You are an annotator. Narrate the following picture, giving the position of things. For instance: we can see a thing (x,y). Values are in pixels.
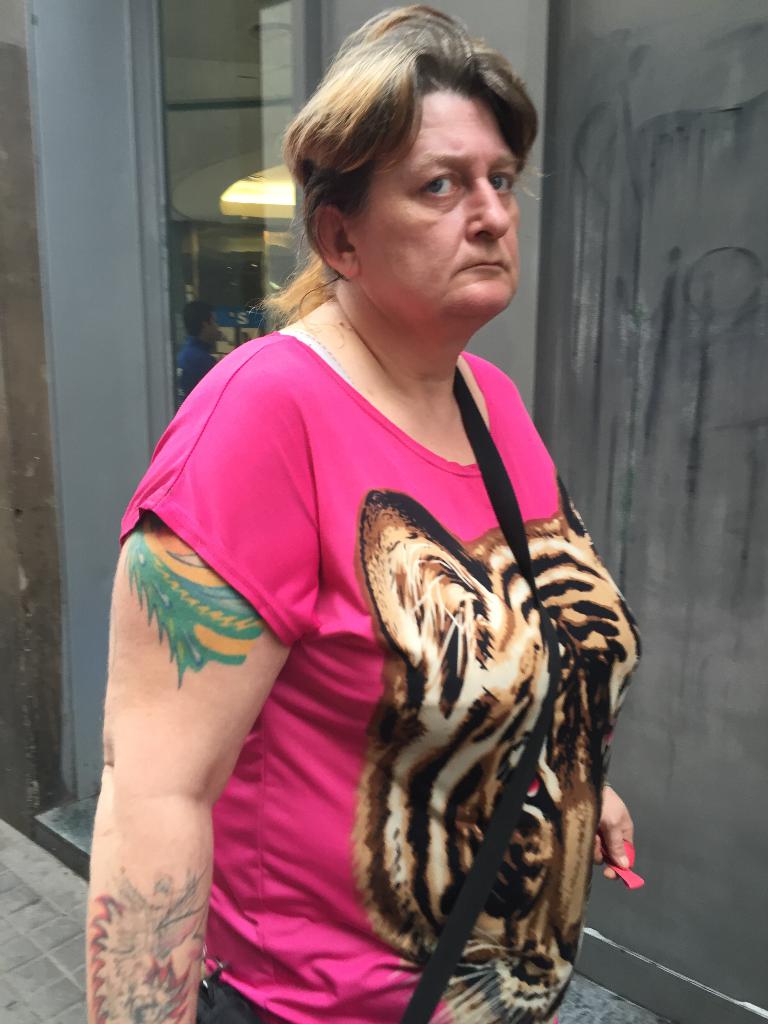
In this image I can see a woman (416,562) wearing pink, black, brown and cream colored dress (454,569) is standing. In the background (524,360) I can see the building (626,334) and the glass window (280,185) through which I can see the persons (201,369) and a lamp (279,218).
